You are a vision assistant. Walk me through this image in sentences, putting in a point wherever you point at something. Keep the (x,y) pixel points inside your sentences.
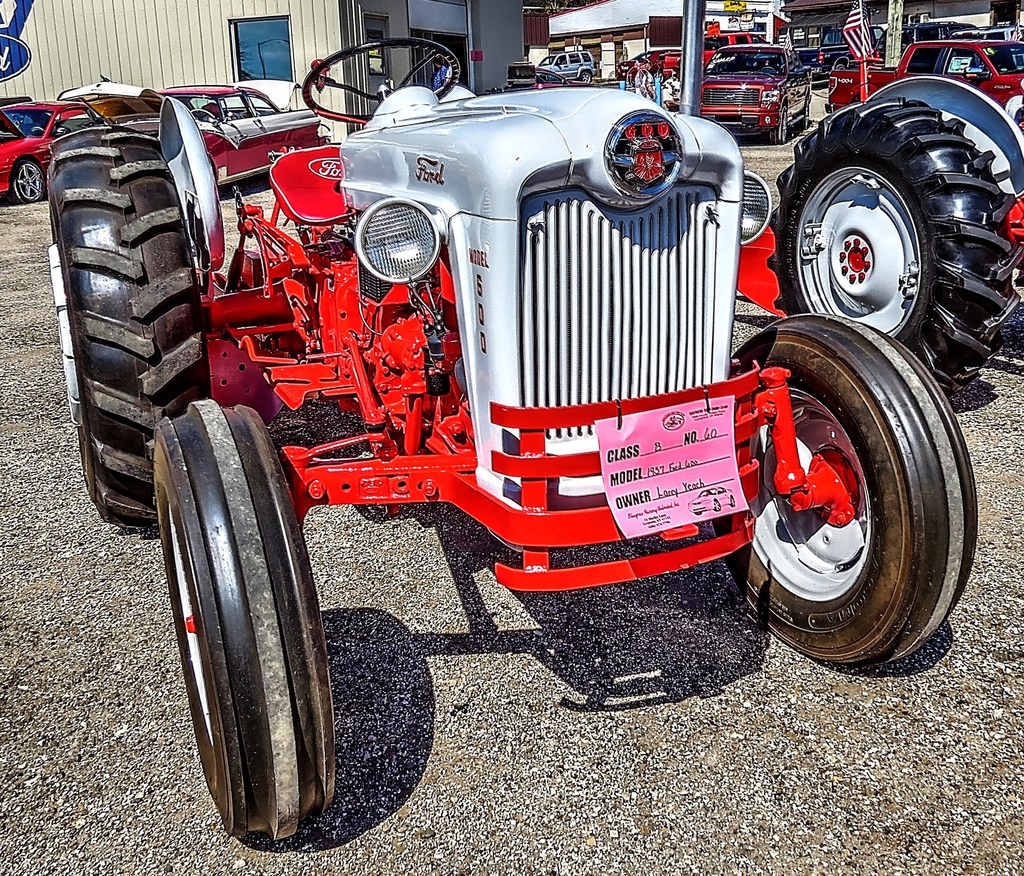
In this image we can see a few vehicles (535,283) on the ground (257,181), in the background (160,40), we can see some buildings (347,27) and also we can see a flag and a person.
